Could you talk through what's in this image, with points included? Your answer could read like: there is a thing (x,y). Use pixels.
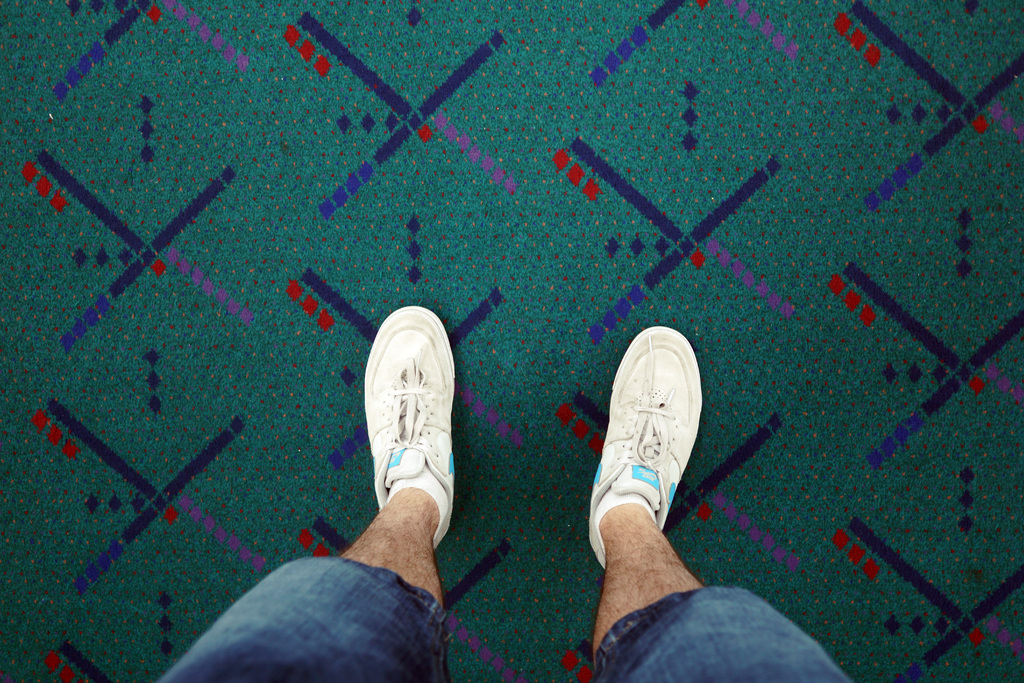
In the image there is a person (376,487) standing on a carpet (348,398), the person (343,658) is wearing white shoes (620,457) and only the legs (310,643) of the person (310,643) are visible in the image.
